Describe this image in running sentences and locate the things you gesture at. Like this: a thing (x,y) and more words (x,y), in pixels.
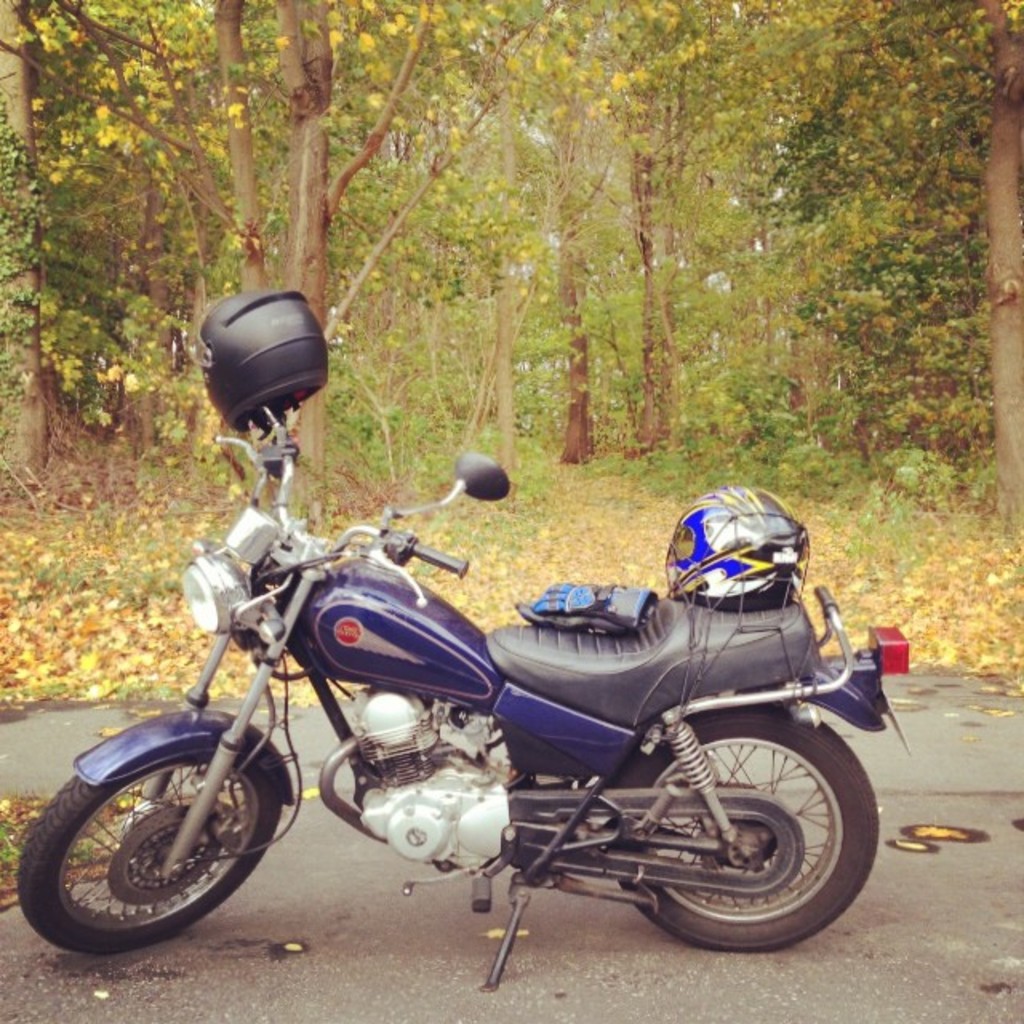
In this picture I can see a motorcycle (374,636) in the middle (518,666). There are trees (349,213) in the background (422,303).
